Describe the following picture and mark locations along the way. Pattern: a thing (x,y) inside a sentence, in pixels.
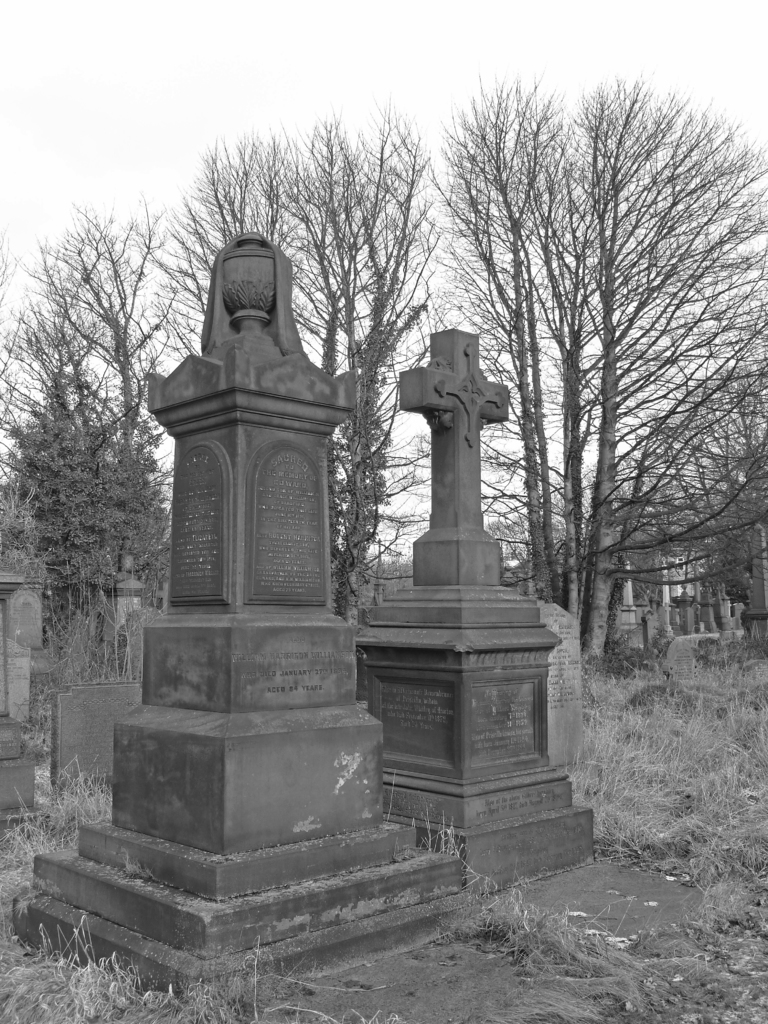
This is a black and white picture. Here we can see memorials (460,575), grass (638,739), and trees (496,267). In the background (727,73) there is sky (357,48).
